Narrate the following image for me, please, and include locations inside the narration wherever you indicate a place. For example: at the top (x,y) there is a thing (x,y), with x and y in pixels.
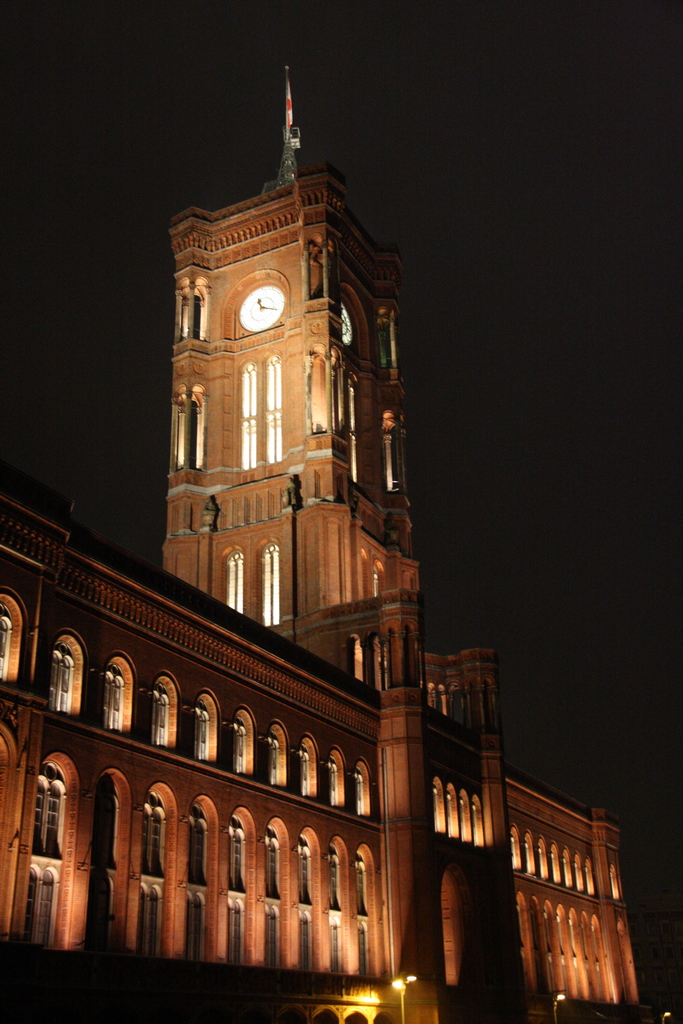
This is an image clicked in the dark. In this image I can see a building (362,762) and a clock tower (299,401). At the bottom (400,981) there are few light poles (400,990). The background (559,703) is dark.
